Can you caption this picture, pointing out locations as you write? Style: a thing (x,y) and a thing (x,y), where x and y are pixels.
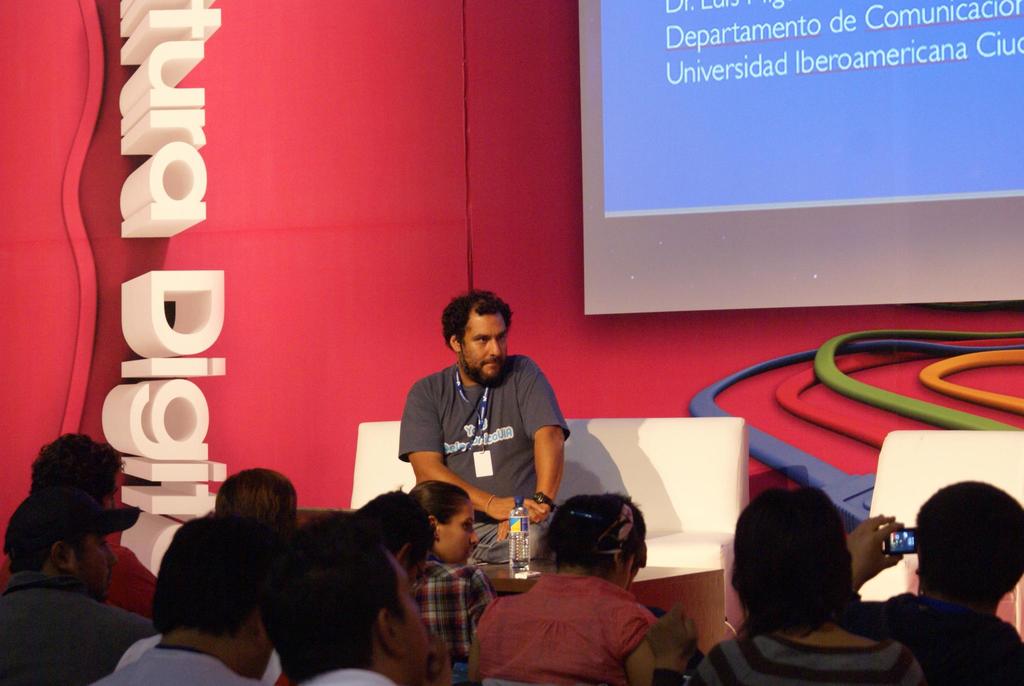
In this image we can see a few people (444,522), among them one person (468,489) is sitting on the couch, in front of them, we can see a table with bottle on it, in the background (974,259), we can see a projector (969,278) and text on the wall (449,177), also we can see a couch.
